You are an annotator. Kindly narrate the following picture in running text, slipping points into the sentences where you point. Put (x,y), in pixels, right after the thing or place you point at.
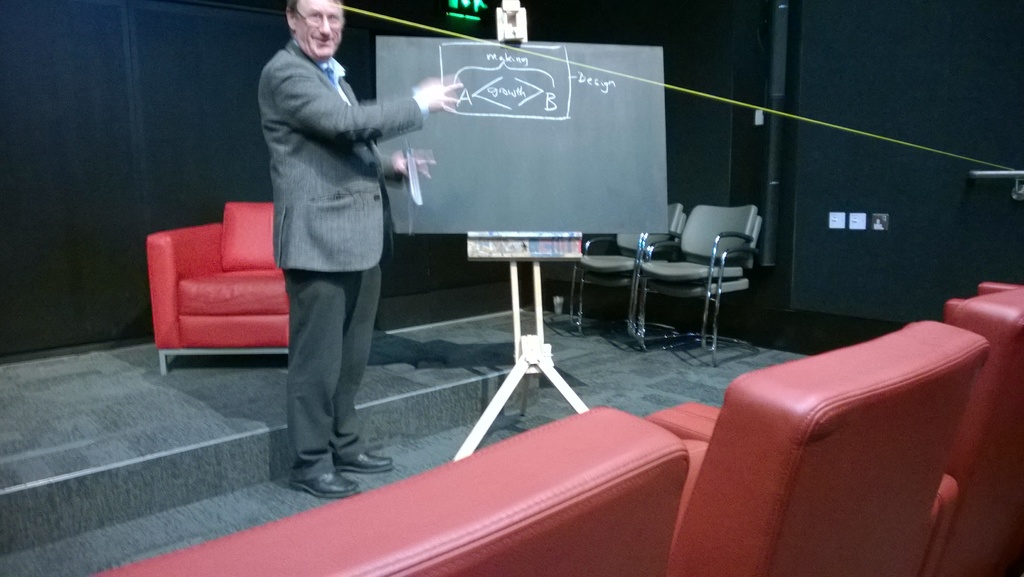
This picture is clicked inside a room (876,126). There are chairs (688,276) and couches (684,420) in the room (612,456). There is a man (346,201) standing at the blackboard (517,123). In the background (759,50) there is wall (748,41), power board (837,218) and a display board (474,1).
